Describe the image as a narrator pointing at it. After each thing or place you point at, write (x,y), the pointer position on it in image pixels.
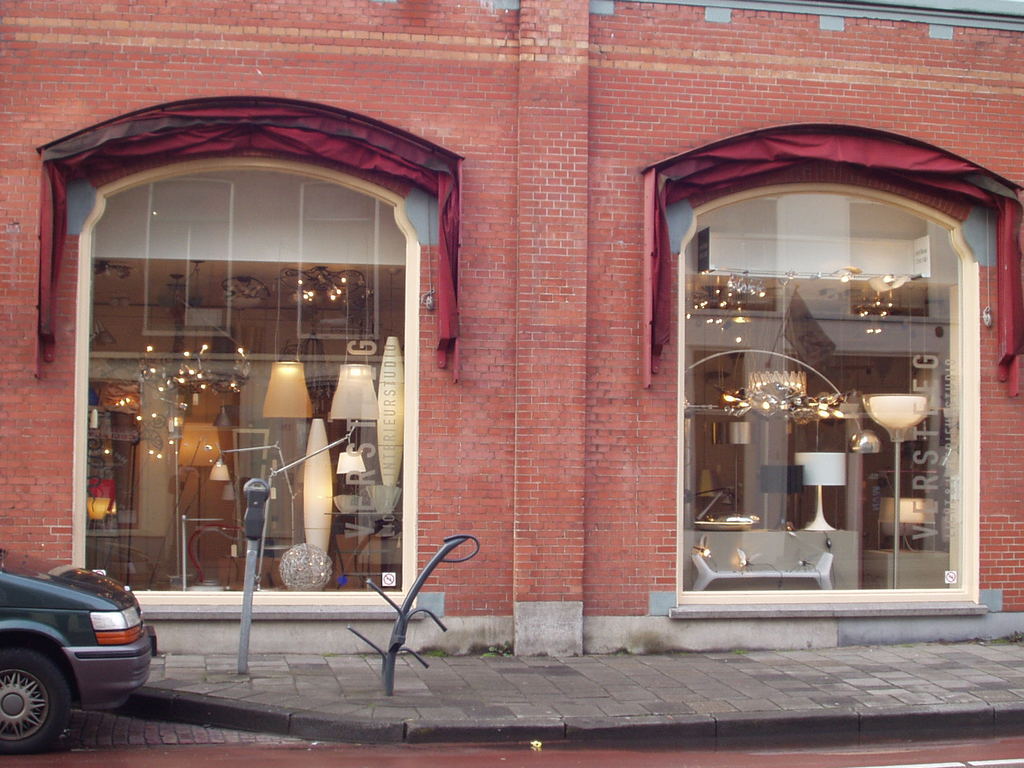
In this image in the center (341,484) there is a building (611,486) and two glass windows (335,518), through the windows (210,492) we could see some lamps (306,399), lights (323,438), chandeliers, chairs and some other objects (712,573). On the left side (121,656) there is a car (131,621), at the bottom (461,538) there is a pavement (727,700) and poles (401,621).
